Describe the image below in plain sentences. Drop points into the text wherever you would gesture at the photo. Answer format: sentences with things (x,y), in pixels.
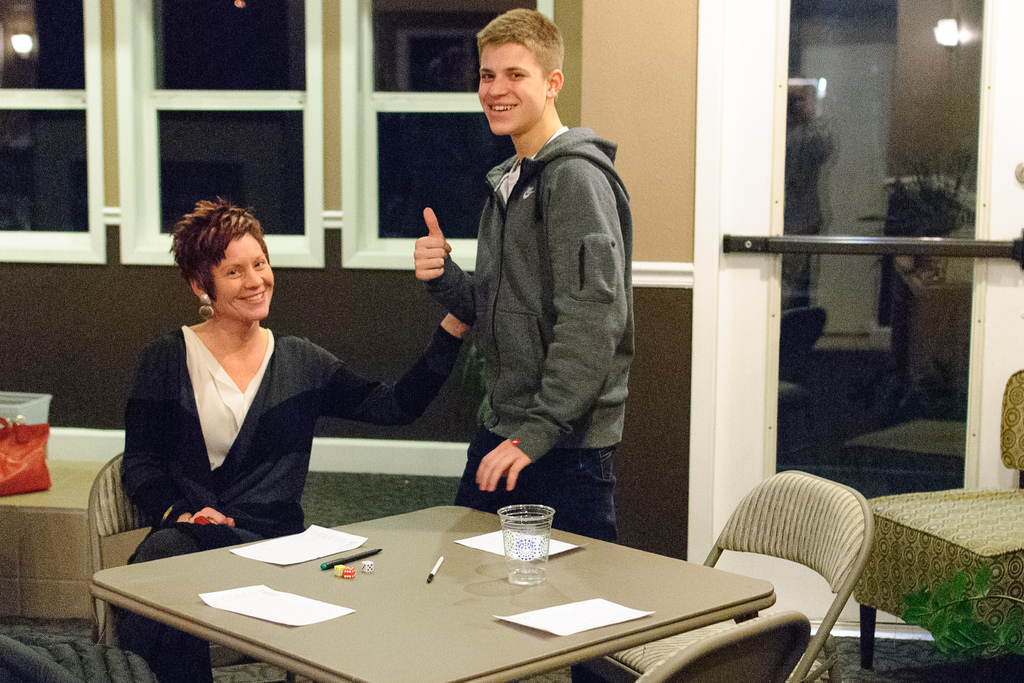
The women (182,423) wearing black dress (172,430) is sitting in a chair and there is a person (488,370) standing beside her and there is a table (468,517) in front of them which has four papers (306,534), pens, dice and a glass (525,571) and there is a window (353,186) in the background (276,139).
